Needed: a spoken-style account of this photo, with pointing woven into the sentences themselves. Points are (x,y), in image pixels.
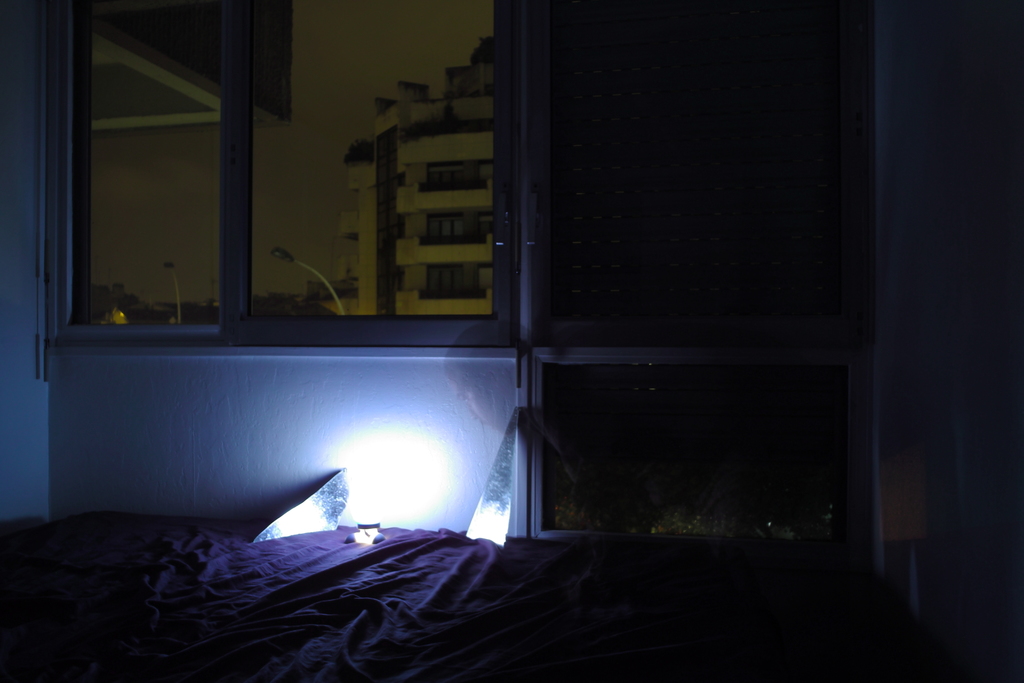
In this image there are glass windows (456,241) and a glass door (564,193) to the wall (929,214). In the foreground (489,641) there is a bed (469,612). There is a light (372,513) on the bed (341,540). Outside the window (499,218) there are buildings (486,192), poles (314,267), trees (634,477) and the sky (315,155).
